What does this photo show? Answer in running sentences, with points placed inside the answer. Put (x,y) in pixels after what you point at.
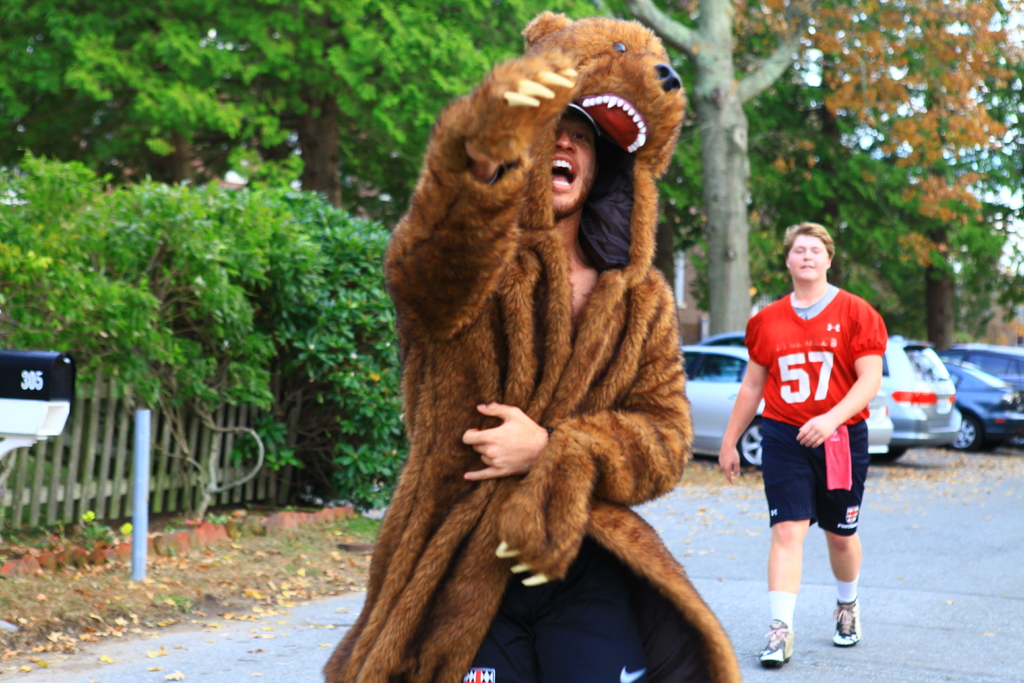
In the image I can see two persons (608,474) are standing among them the person (569,372) in the front (553,375) is wearing a costume (526,374) of an animal (468,364). In the background (338,261) I can see trees (313,314), vehicles (934,358), fence (165,448), a pole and some other objects (300,514) on the ground (216,571).
